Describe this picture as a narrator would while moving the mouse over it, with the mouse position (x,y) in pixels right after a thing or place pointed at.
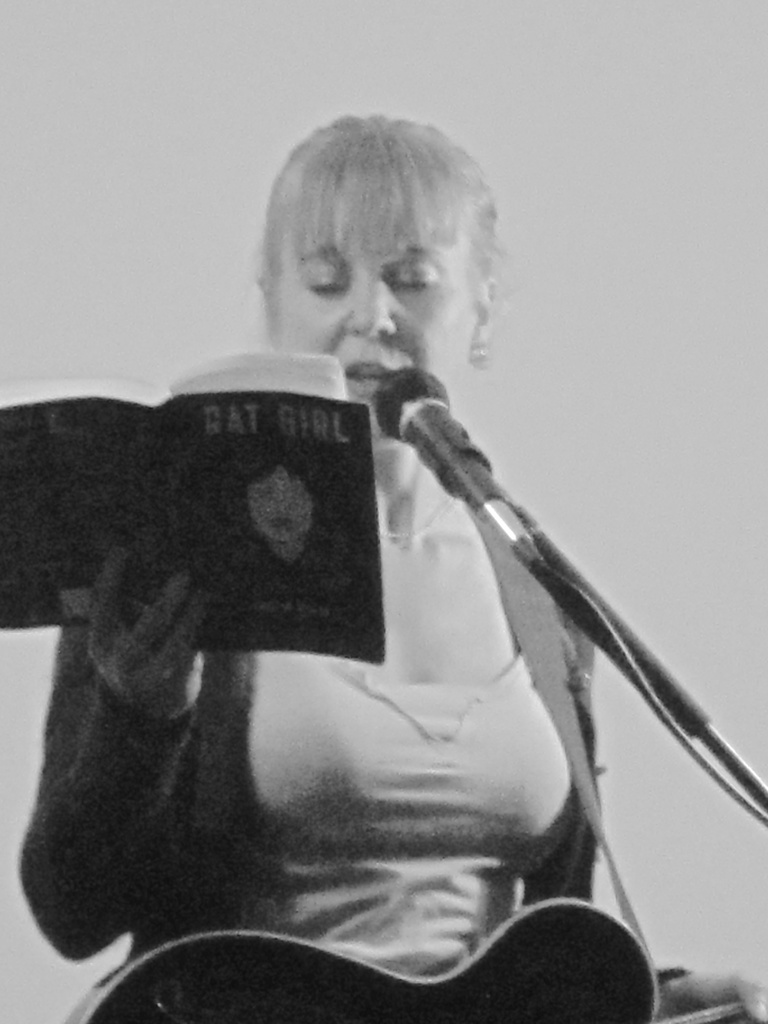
In this image there is a woman (484,261) sitting and singing a song by seeing a book (242,461) in the microphone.
